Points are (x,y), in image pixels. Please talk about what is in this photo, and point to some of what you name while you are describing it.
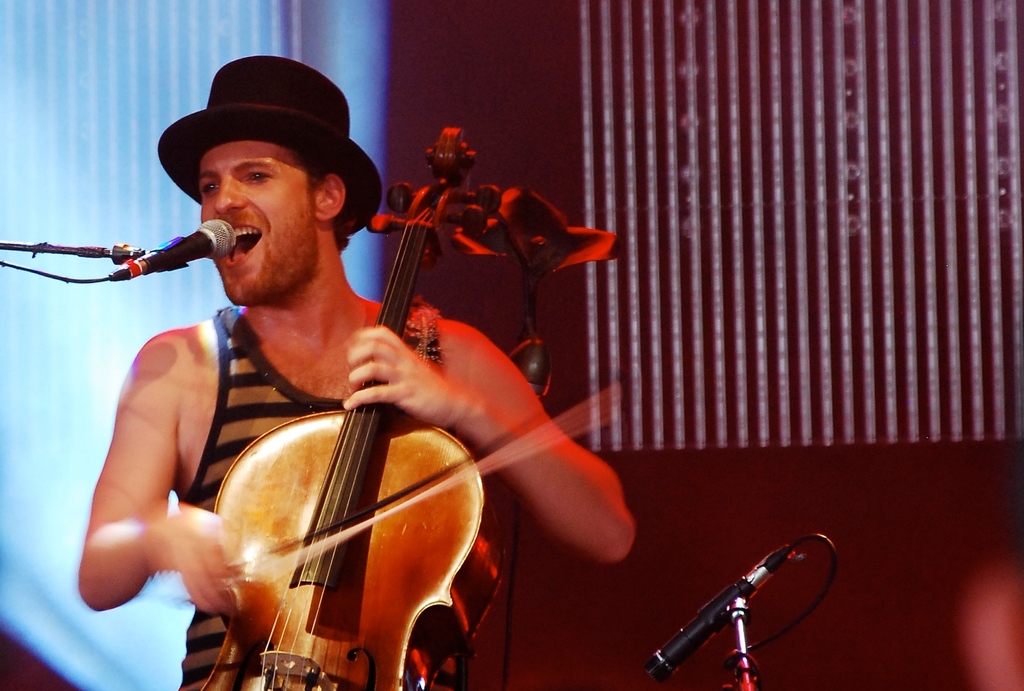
A man (274,317) is wearing a hat (256,123) holding a cello (324,562) and playing. He is singing. In front of him there is a mic (160,251) and mic stand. In the background (902,147) there is a wall (645,95). There is another mic (693,638) and mic stand (737,617).
